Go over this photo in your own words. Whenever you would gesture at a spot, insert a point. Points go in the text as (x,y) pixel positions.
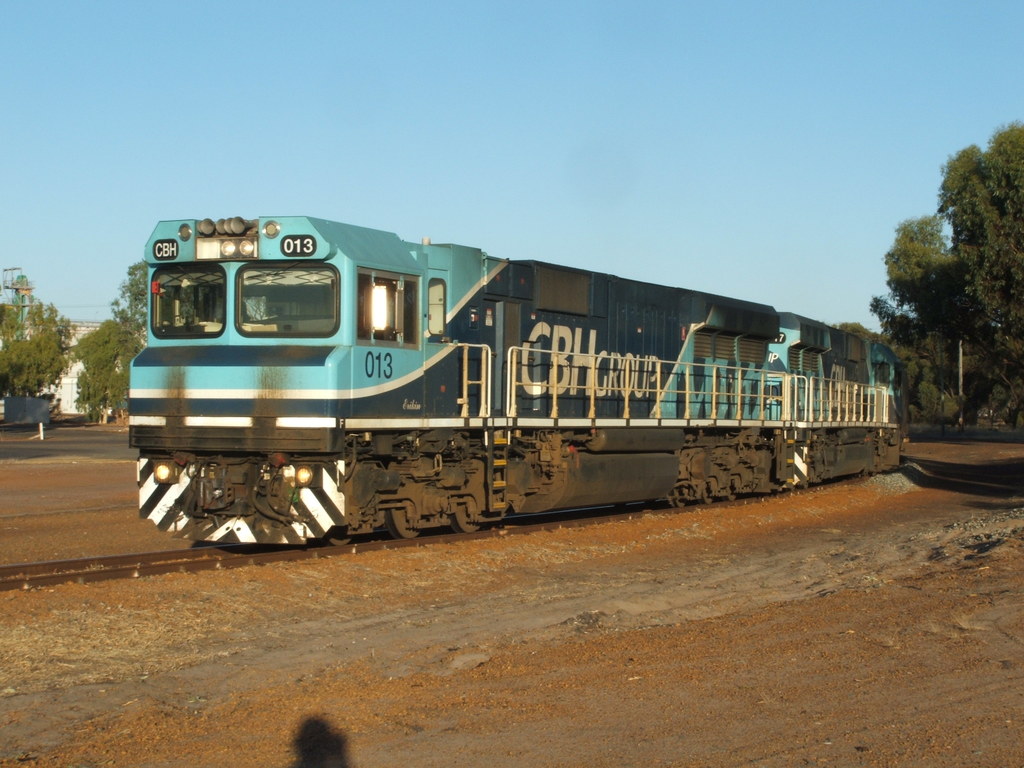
In the center of the image (437,425) we can see a train (654,438). On the right side of the image (962,345) we can see a pole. On the left side of the image (33,418) we can see a building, board (23,410). In the background of the image (8,382) we can see the trees (1014,190). At the bottom of the image (315,622) we can see the sand (330,602) and the railway track (89,571). At the top of the image (583,177) we can see the sky (795,83).
